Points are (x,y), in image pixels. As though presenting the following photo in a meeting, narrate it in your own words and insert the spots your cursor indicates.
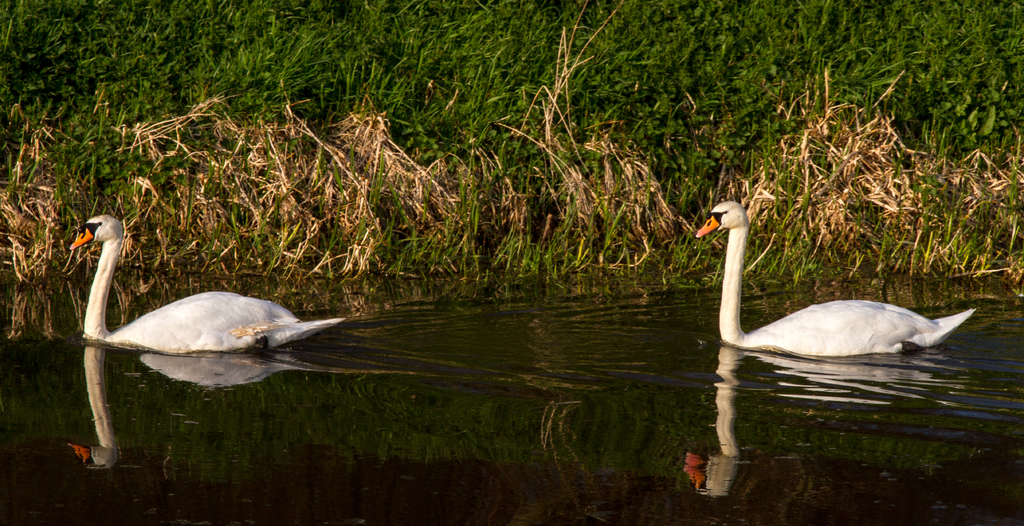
In this image we can see swans (912,342) on the water (590,347). In the background (562,199) there is grass (494,150).
